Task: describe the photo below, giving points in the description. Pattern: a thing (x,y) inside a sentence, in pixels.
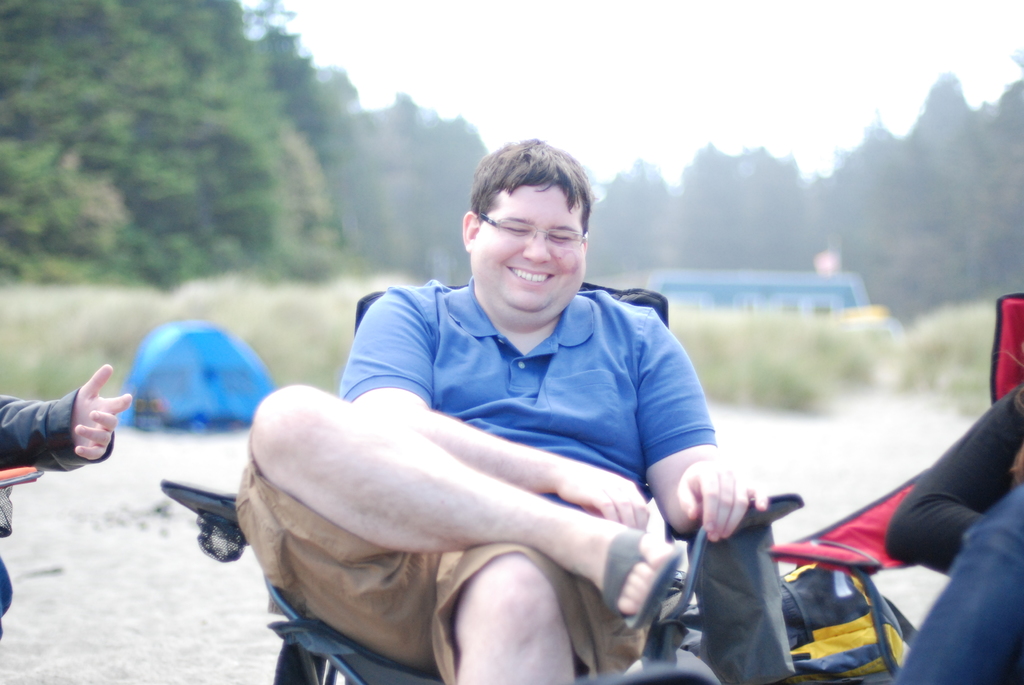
In the image I can see a person (508,518) who is sitting on the chair (297,651) and to the side there are some other people (967,667) and behind there are some trees (192,41) and plants (20,366).
